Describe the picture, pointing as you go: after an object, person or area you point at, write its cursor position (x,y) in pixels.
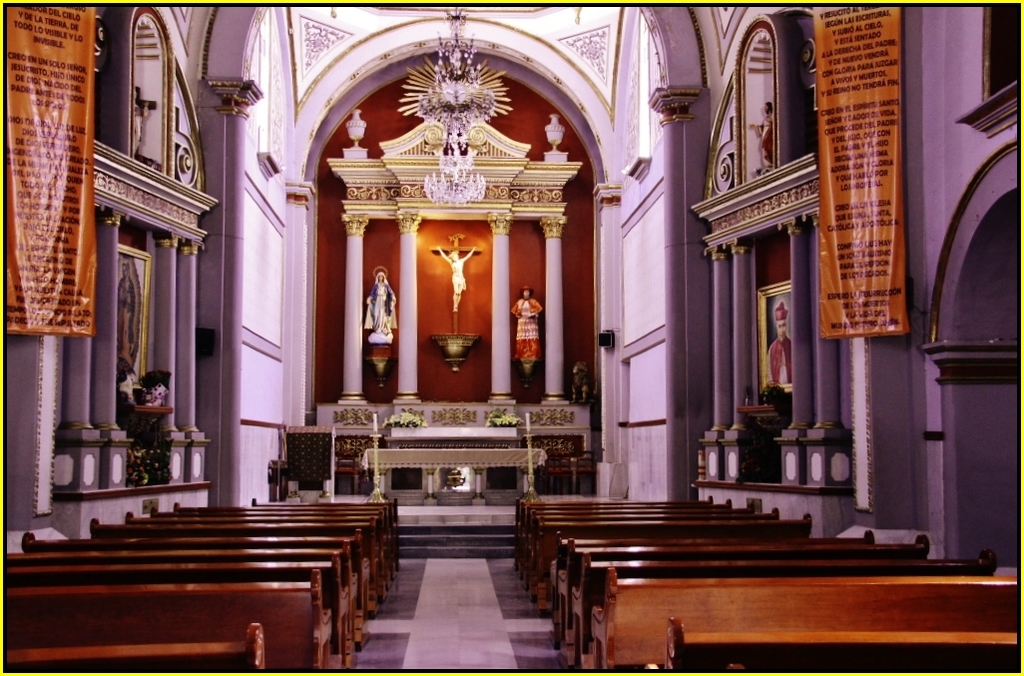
In this image I can see a inner part of the building (504,307). I can see few benches (659,582), statues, pillars (797,275), banners (852,142), flowers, few frames (781,315) are attached to the wall (784,275).
